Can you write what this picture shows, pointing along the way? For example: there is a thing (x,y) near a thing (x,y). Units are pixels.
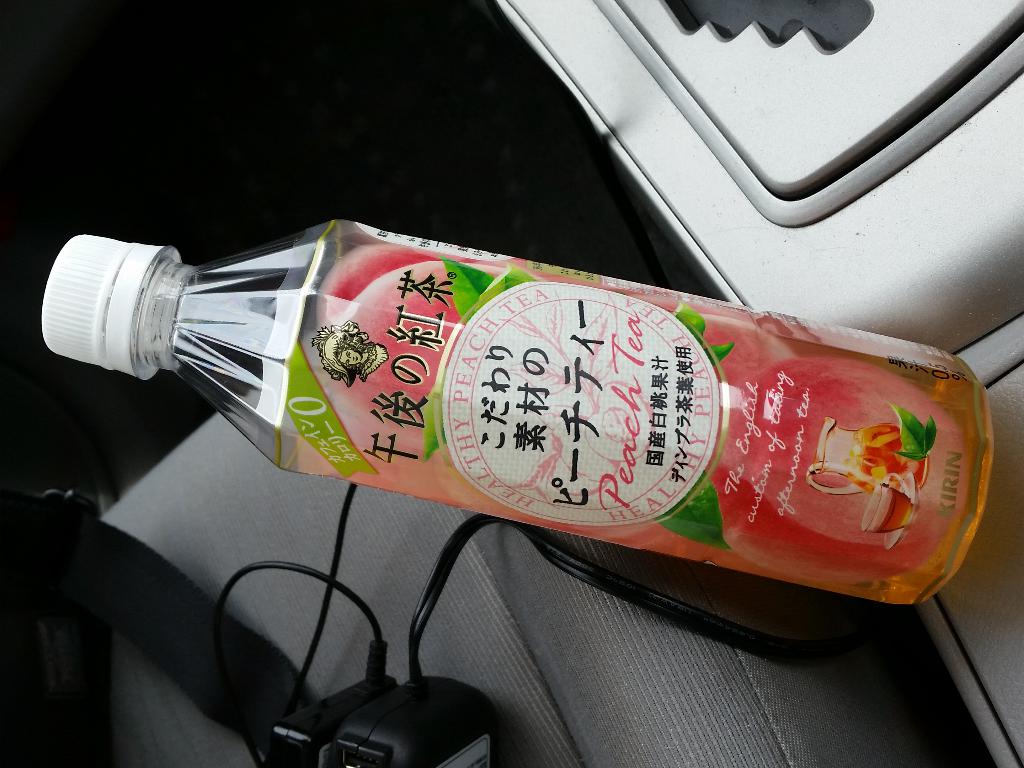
This is the picture of a bottle (586,407) covered with a sticker (596,407). The bottle (499,389) is on a chair (571,646), on the chair (565,657) there are cables (381,653) and some items (435,723).
